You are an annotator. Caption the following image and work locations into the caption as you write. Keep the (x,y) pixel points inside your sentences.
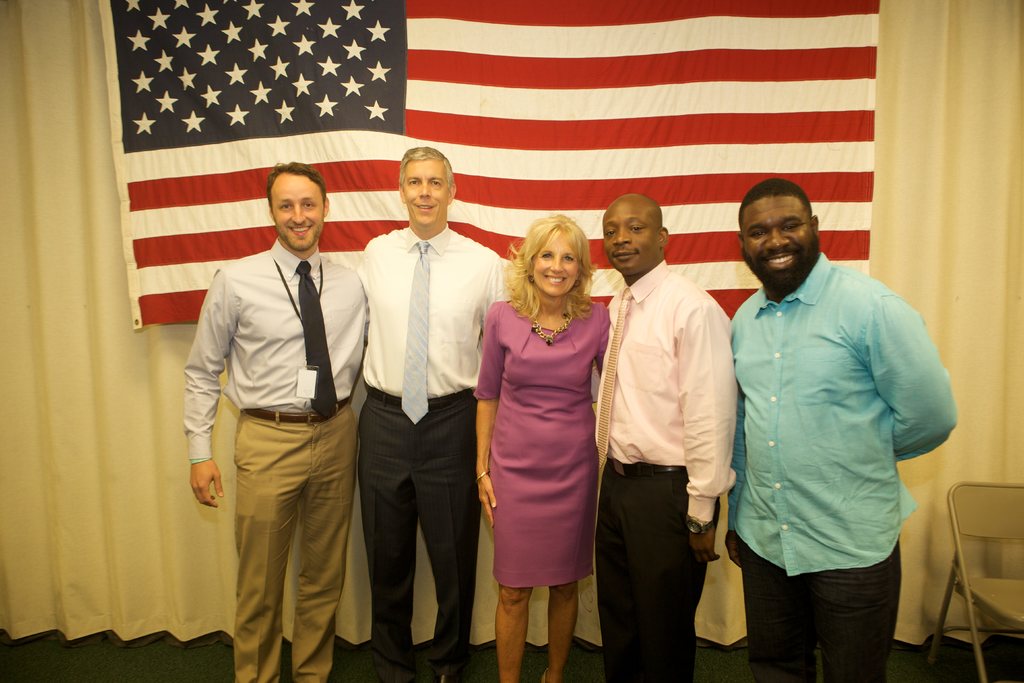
In the image a group of people (524,351) are standing in front of a flag (459,162) and posing for the photo, behind the flag (382,48) there is a curtain (227,456).
